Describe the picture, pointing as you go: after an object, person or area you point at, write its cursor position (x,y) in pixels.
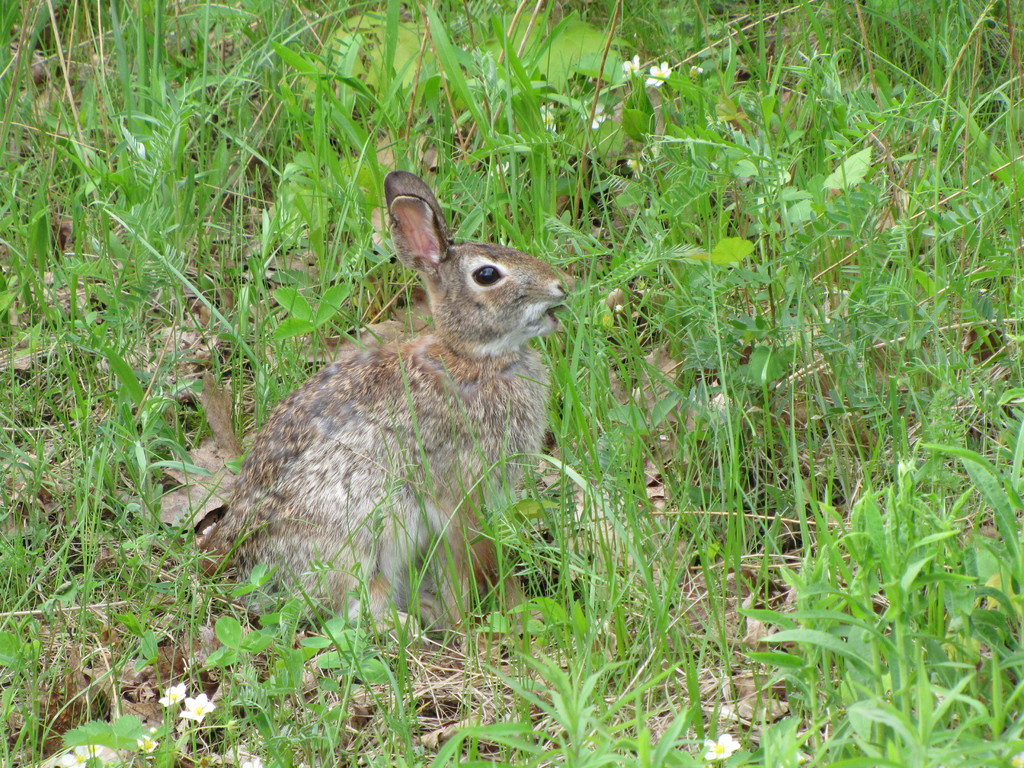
In this image there is a rabbit (383,355) grazing in a field (286,629).
